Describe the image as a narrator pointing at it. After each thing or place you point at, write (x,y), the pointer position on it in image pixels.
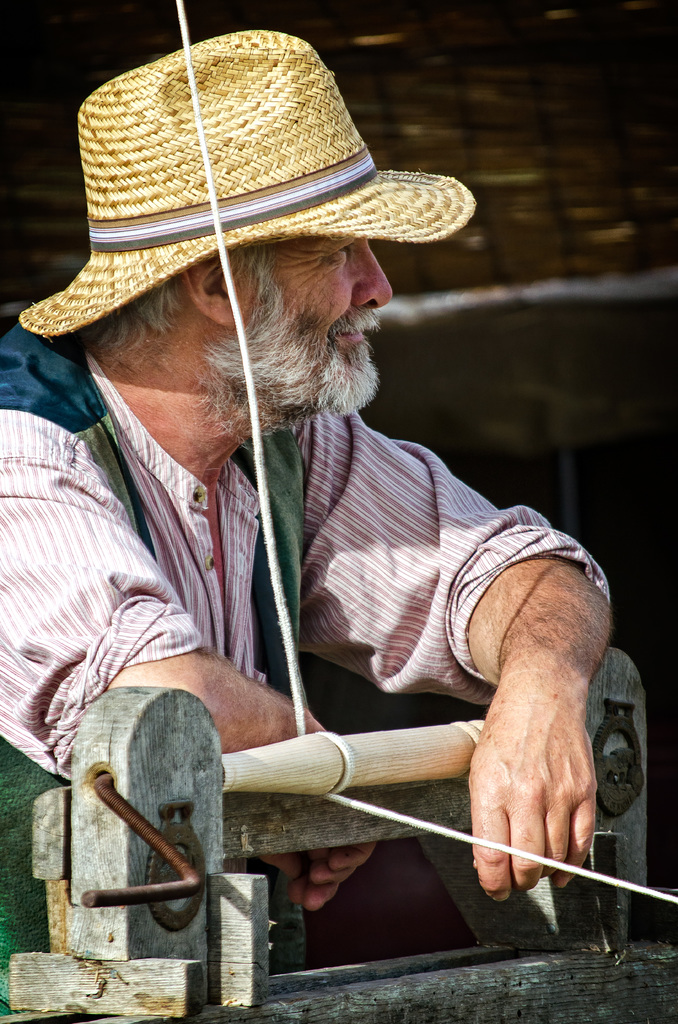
In this image we can see a man (301,476) wearing a hat (210,106) standing beside a device (318,741) with a rope (301,709).
